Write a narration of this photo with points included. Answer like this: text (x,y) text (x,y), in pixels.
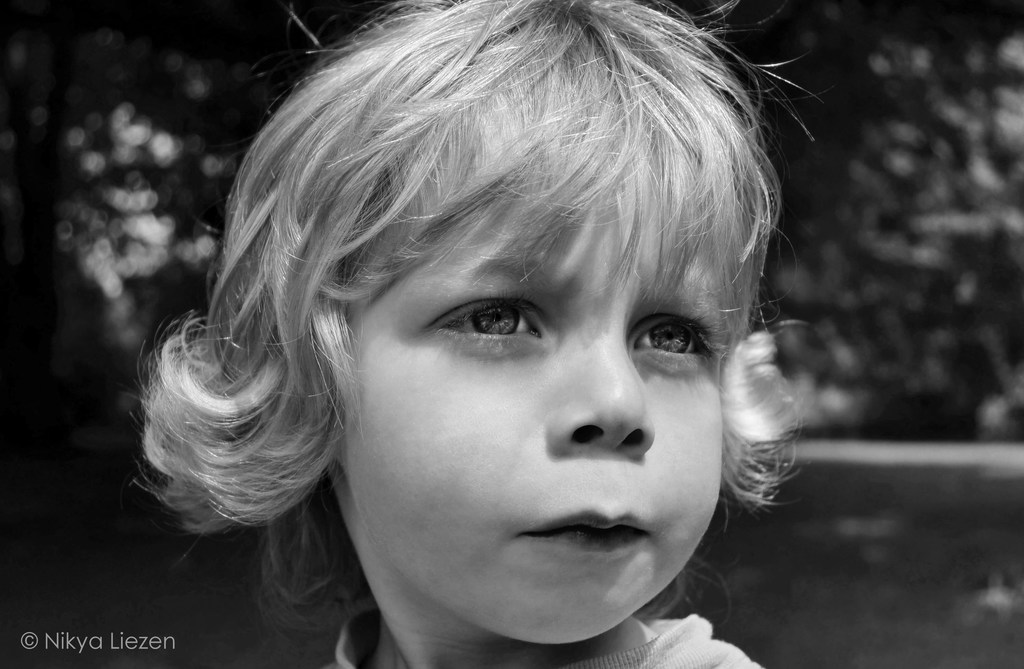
In this picture, we can a black and white picture of a person (700,299) and the blurred background (854,393), we can see some text (65,641) in the bottom left corner (28,647).
